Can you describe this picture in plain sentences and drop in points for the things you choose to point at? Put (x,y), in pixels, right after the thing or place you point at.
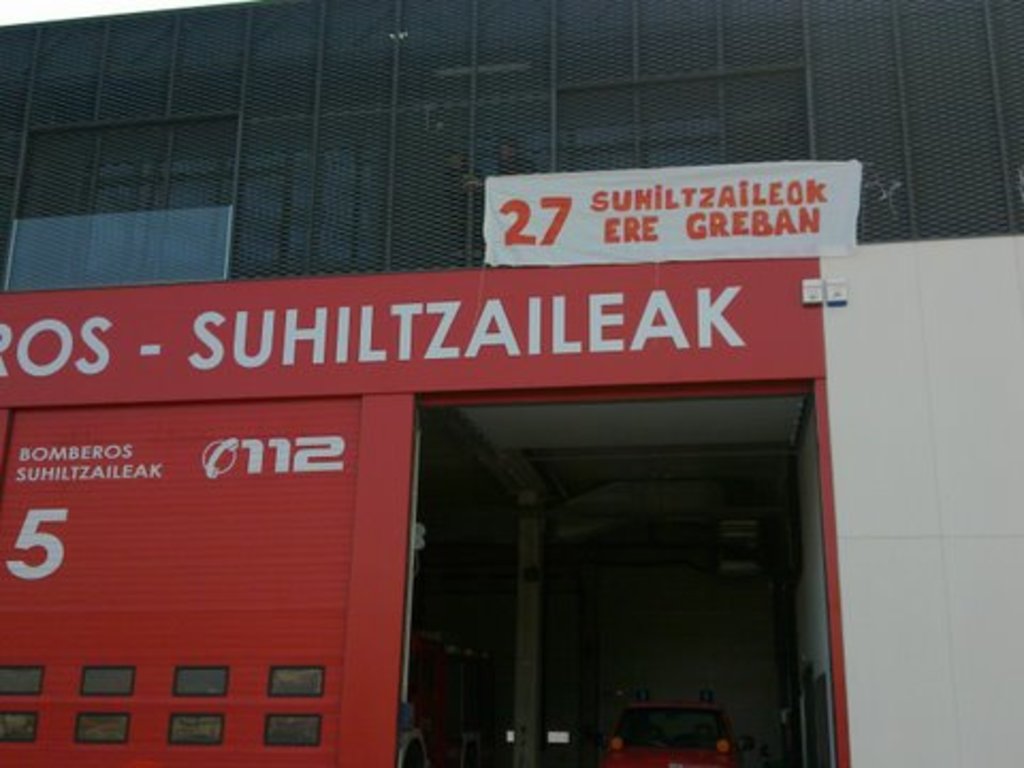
This is the picture of a building (456,303) to which there is a banner (521,256) and some grills (723,151) and some other things (702,319).
